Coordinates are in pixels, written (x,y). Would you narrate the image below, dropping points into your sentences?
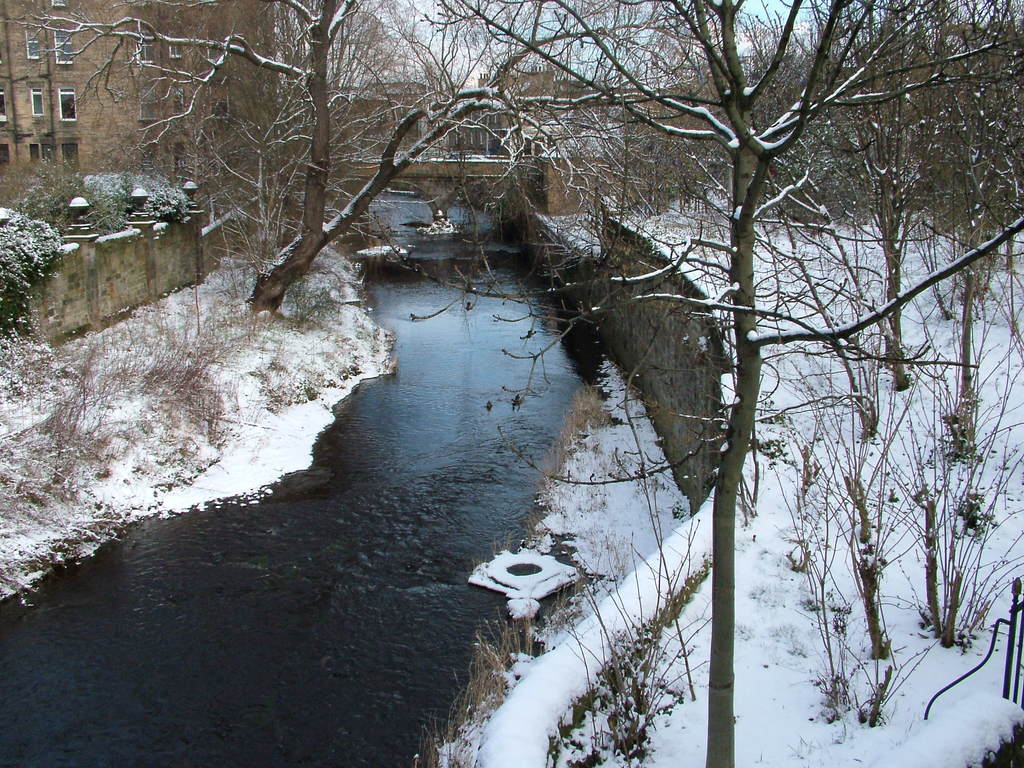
In this image I can see the lake (407,323) and I can see trees (681,63), building (128,62), the sky (400,3) visible and I can see snow (687,716) visible on the floor (705,759).
